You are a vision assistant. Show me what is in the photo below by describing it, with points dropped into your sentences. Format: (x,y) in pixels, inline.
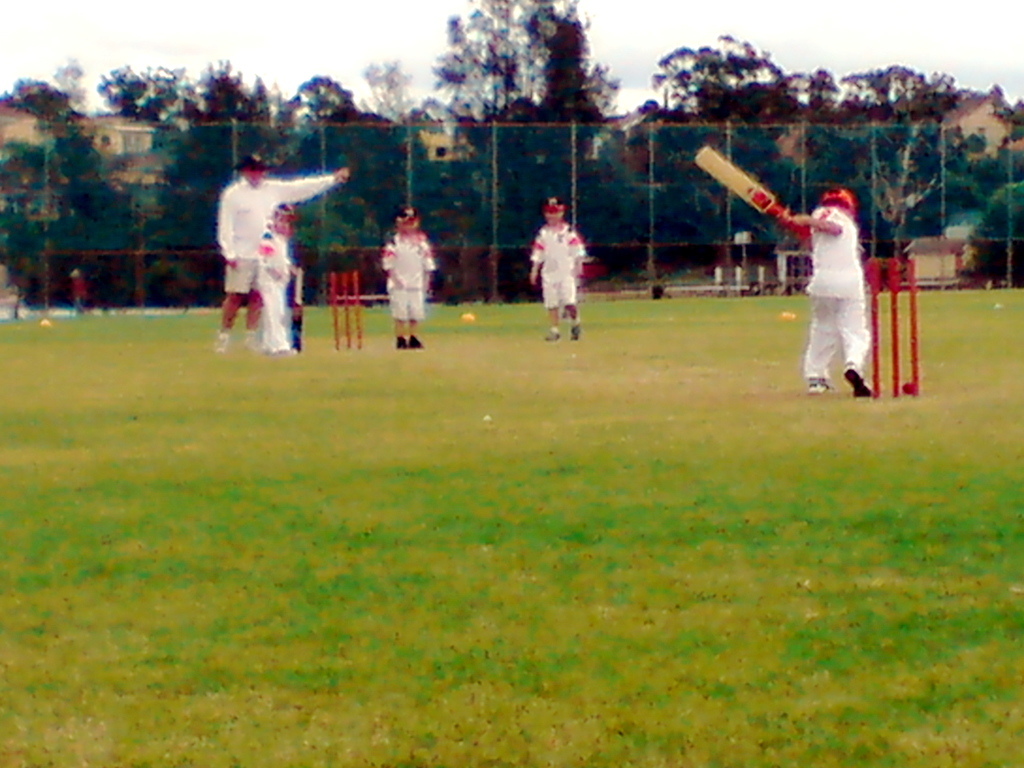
In this picture we can see a group of people (244,267) standing on the grass (719,375) and two people (839,274) holding the bats (738,187). In front of the people (276,306) there are stumps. Behind the people (266,287) there is the net (421,203), trees (504,102), buildings (123,148) and the sky (635,48).
